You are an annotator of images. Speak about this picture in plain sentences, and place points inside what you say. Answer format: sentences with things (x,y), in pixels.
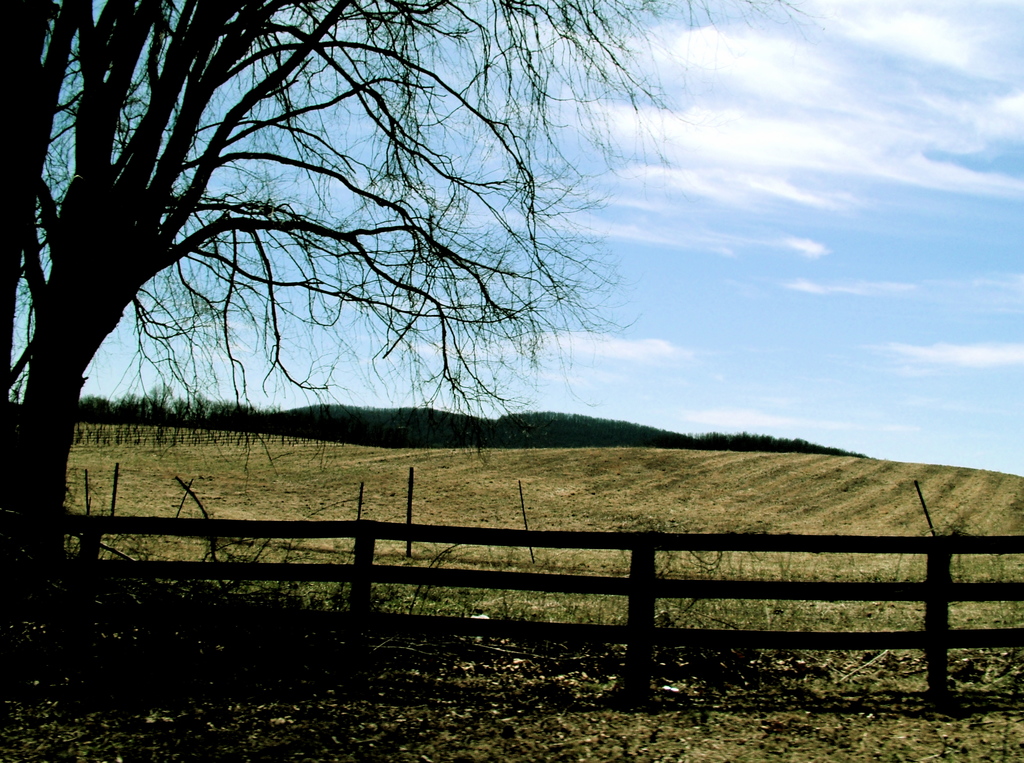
In this image, there is an outside view. In the foreground (815,596), there is a fencing (636,605). There is a tree (48,440) on the left side of the image (37,434). In the background (515,375), there is a sky (701,326).
